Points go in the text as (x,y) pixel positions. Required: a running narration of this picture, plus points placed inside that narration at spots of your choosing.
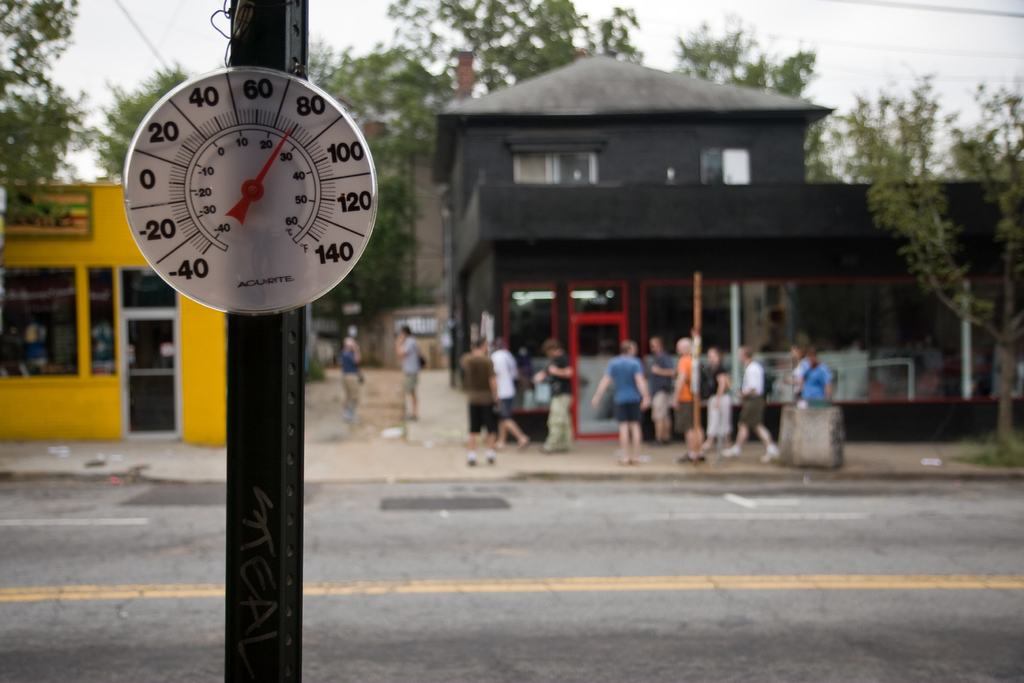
In this image there is a pole (303,485), to that pole (300,346) there is a thermometer (352,170), behind that pole (284,651) there is a road (803,660) and footpath (620,460), on that footpath (540,455) people (554,447) are walking, in the background (448,275) there are shops (806,259) and trees (962,299).
